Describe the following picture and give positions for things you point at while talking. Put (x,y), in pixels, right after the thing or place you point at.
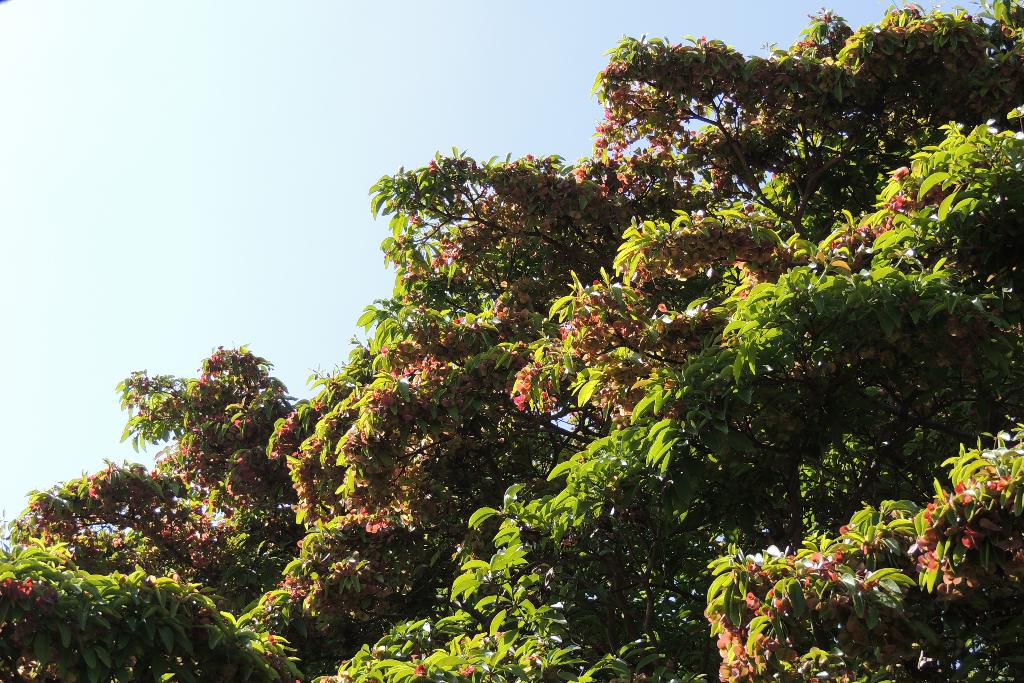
In this image, we can see a branch (792,414) contains leaves (507,493). There is a sky (430,106) at the top of the image (463,78).
